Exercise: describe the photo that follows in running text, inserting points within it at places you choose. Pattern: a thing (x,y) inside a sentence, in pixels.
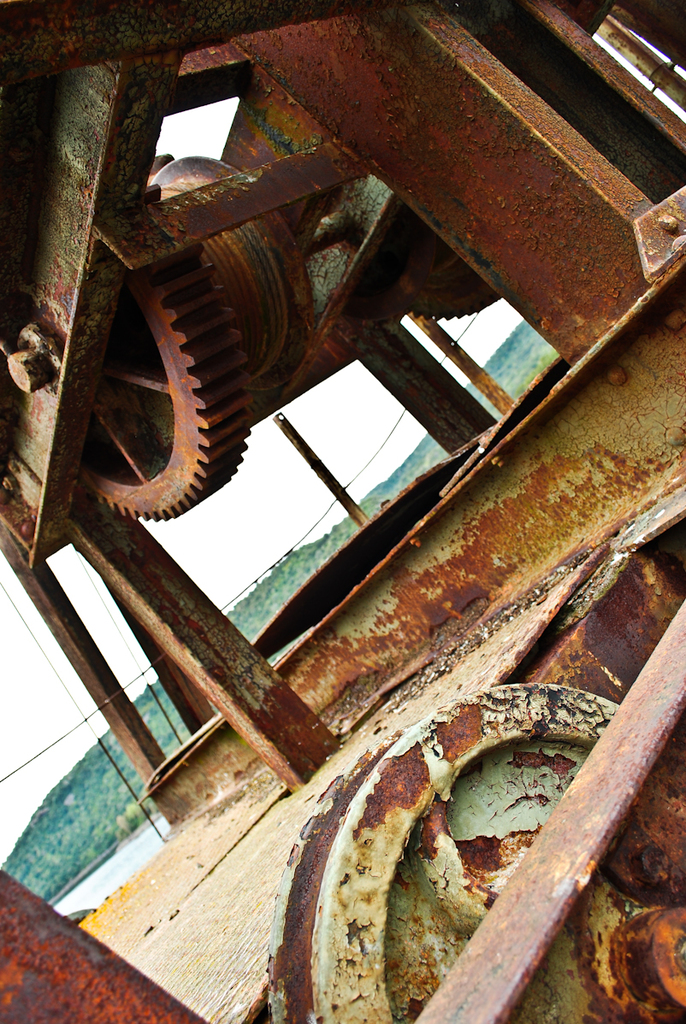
In the image we can see metal object (325,756), hill (122,796) and the sky (273,513). Here we can see metal rust (426,832).
